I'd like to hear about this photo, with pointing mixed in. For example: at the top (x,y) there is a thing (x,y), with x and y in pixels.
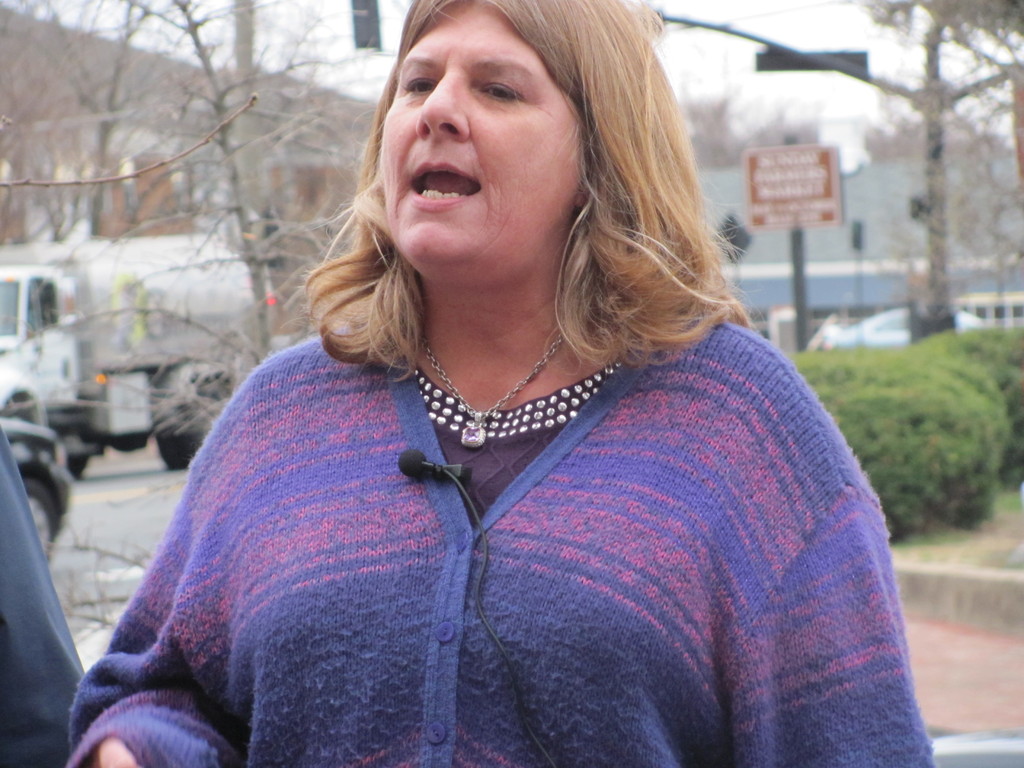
Here we can see a woman (477,663). In the background (961,527) we can see plants (934,373), poles (929,189), boards (751,181), vehicles (91,351), trees (221,206), buildings (764,236), and sky (789,118).
